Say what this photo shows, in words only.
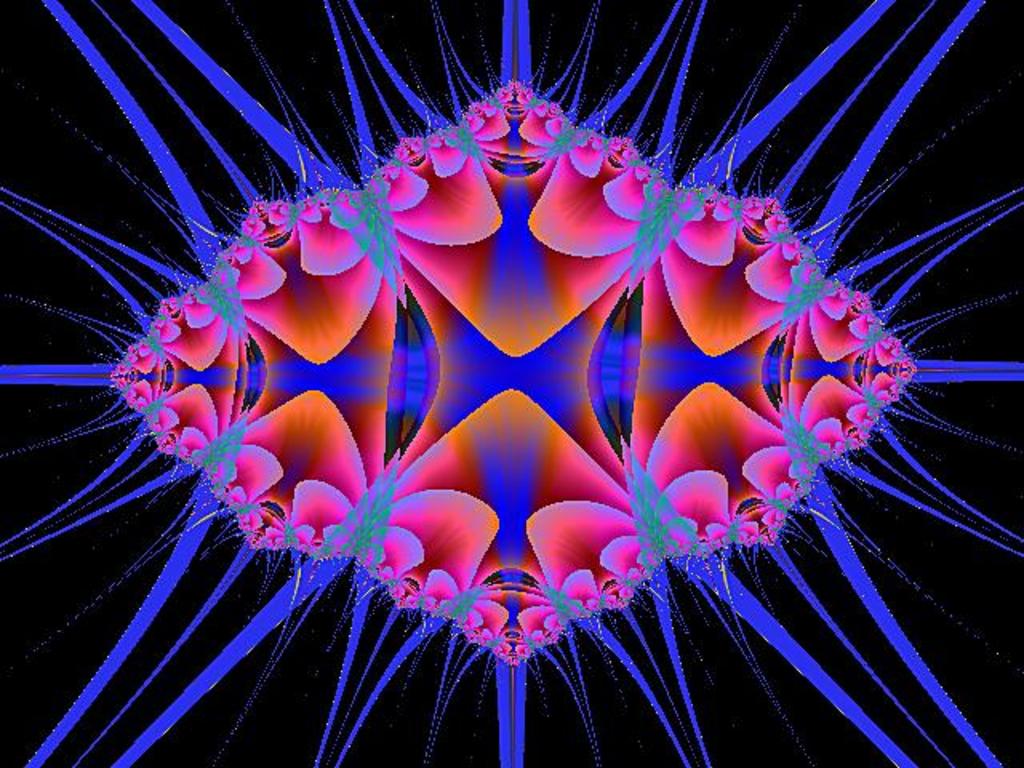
In this image, it seems like an animated design.
